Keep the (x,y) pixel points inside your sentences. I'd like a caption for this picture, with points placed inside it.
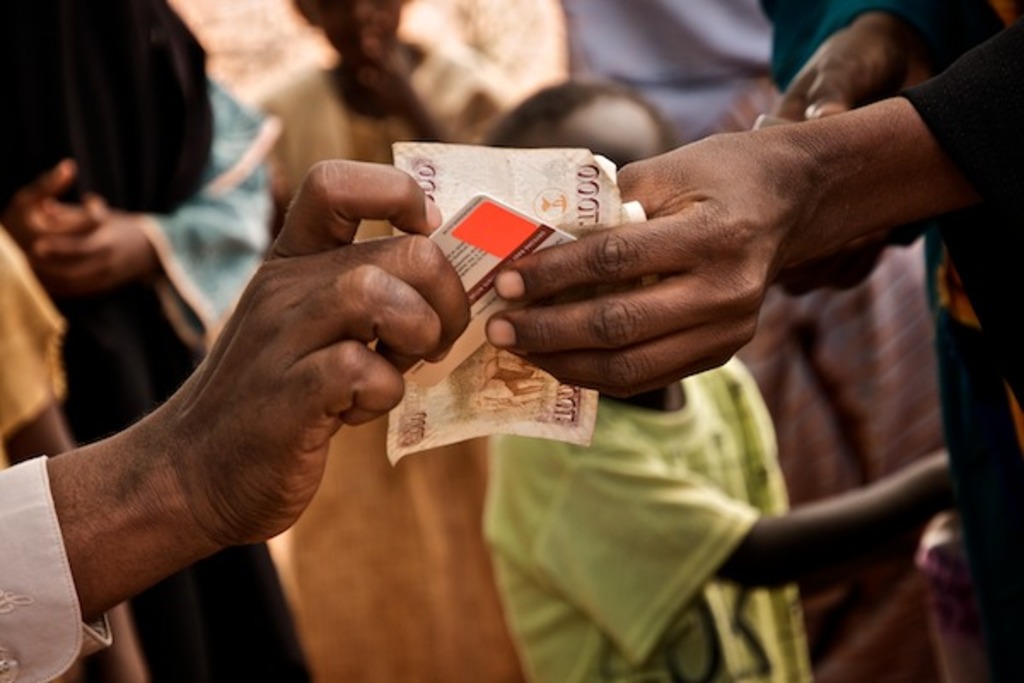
In this image there is a card (479,271) and a money note (532,186) in between the two hands (512,275). Both the persons (347,299) on either side are holding the card (489,271) with their hands (562,265). In the background (114,53) there are few people (568,60) who are standing and watching.
